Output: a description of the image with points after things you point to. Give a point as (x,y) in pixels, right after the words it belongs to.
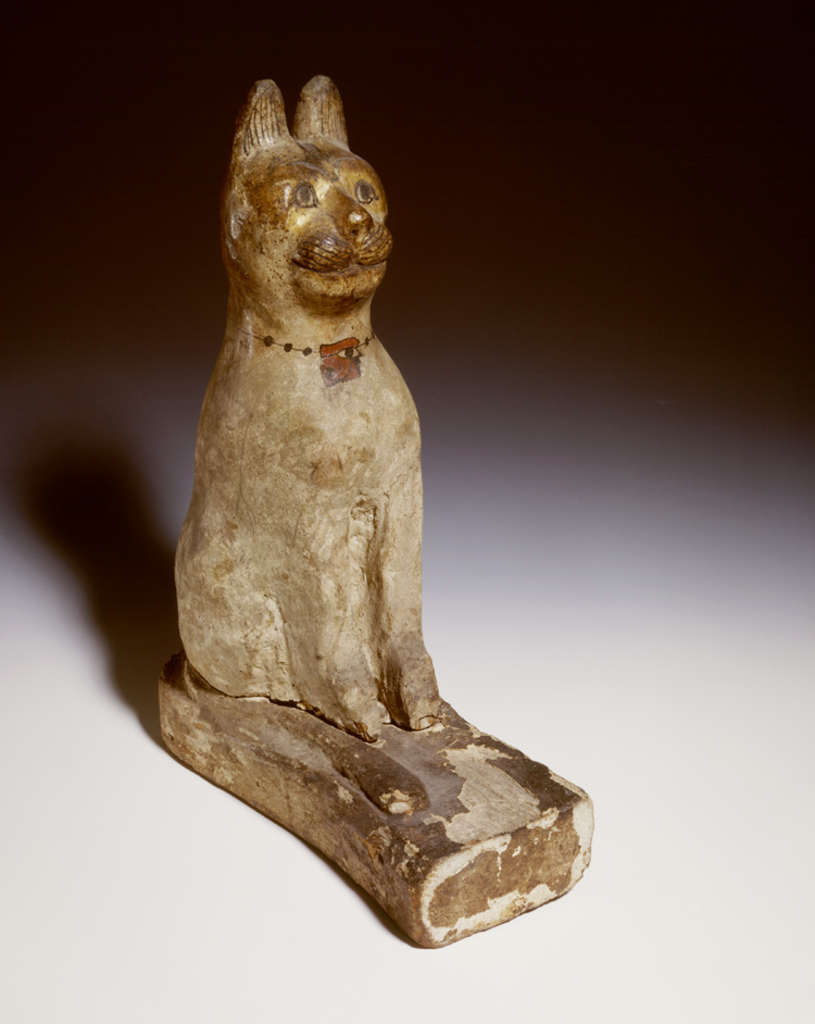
In this image there is a wooden cat statue (354,676) present on the white surface (385,951).
